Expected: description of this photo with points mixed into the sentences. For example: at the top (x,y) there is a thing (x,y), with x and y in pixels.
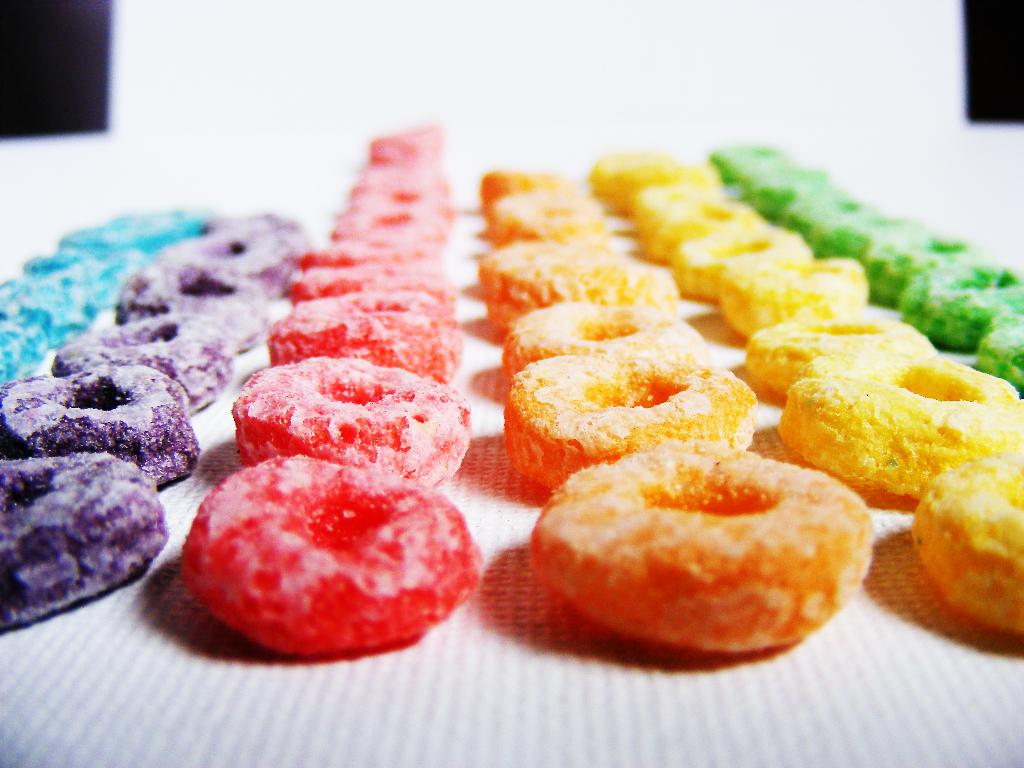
In this image there are different colors of candies (88,450) arranged in rows. Candies (674,535) are on a paper (490,707). Background (801,44) there is a wall (590,58).
